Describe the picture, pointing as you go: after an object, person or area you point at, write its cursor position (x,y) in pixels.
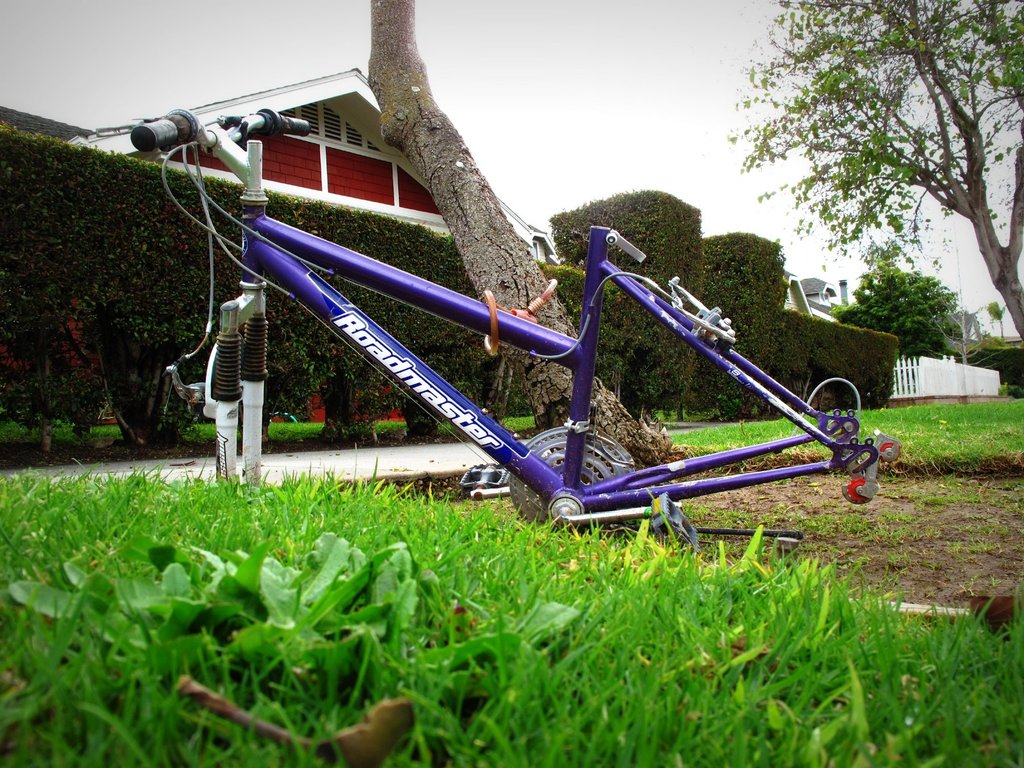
In this picture we can see grass (452,531), bicycle frame (260,269) and trees (1009,286), in the background (391,185) we can find few houses (375,204).
